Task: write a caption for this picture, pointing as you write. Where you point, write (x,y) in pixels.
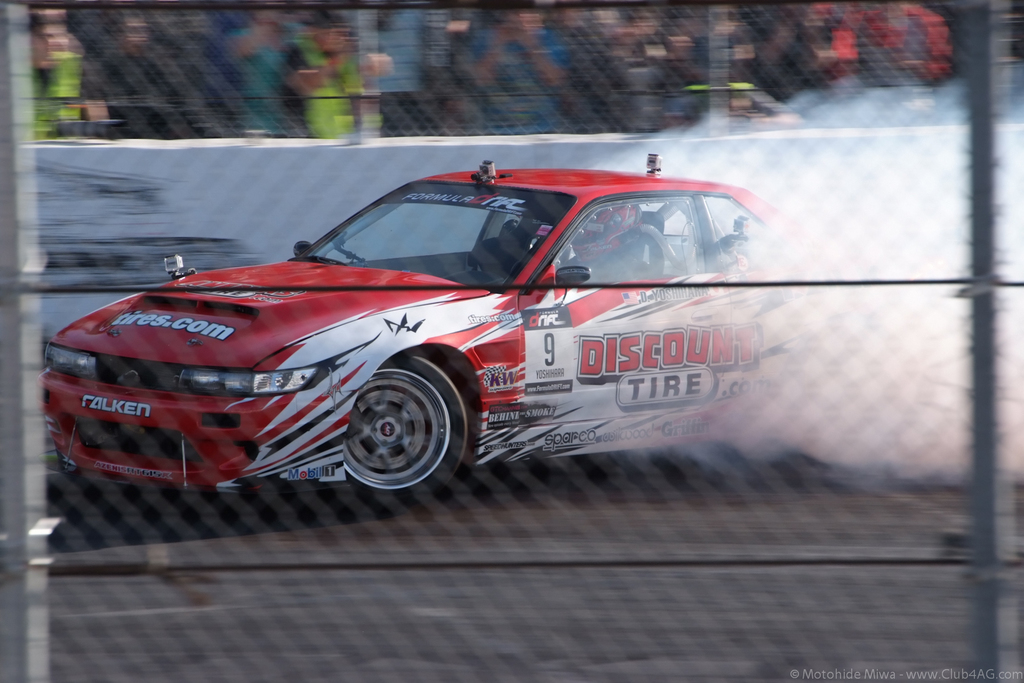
In the image there is a car (420,484) drifting on the road (786,653) releasing smoke (875,382) in front of the fence (981,542) and behind it there are many audience (391,81) standing behind the wall (210,168).
